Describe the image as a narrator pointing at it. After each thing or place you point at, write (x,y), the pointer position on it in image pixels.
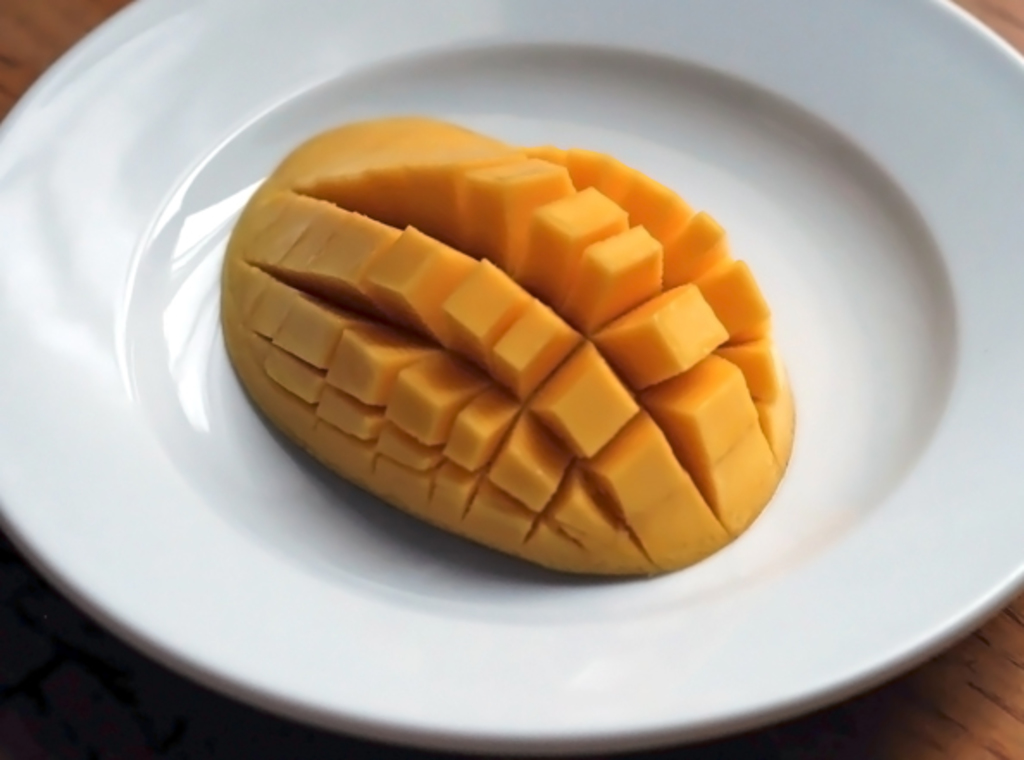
In the center of the image (423,257) we can see mango (478,333) in plate (423,561) placed on the table (692,745).
